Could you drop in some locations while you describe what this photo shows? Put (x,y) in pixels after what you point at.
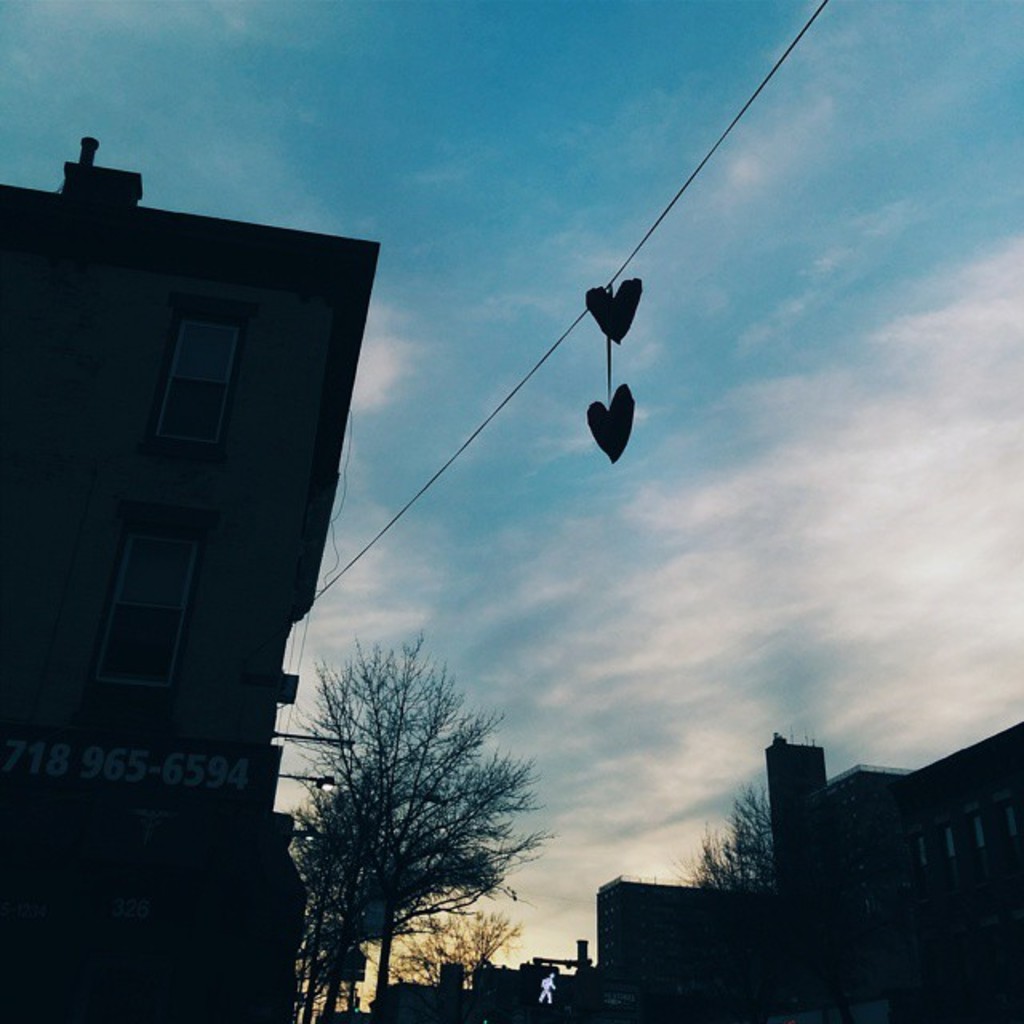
In this picture we can see the buildings (650,920), trees (372,846), board (51,764), sign board (609,990), wires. At the top of the image (685,157) we can see the clouds (854,416) are present in the sky (725,492).
